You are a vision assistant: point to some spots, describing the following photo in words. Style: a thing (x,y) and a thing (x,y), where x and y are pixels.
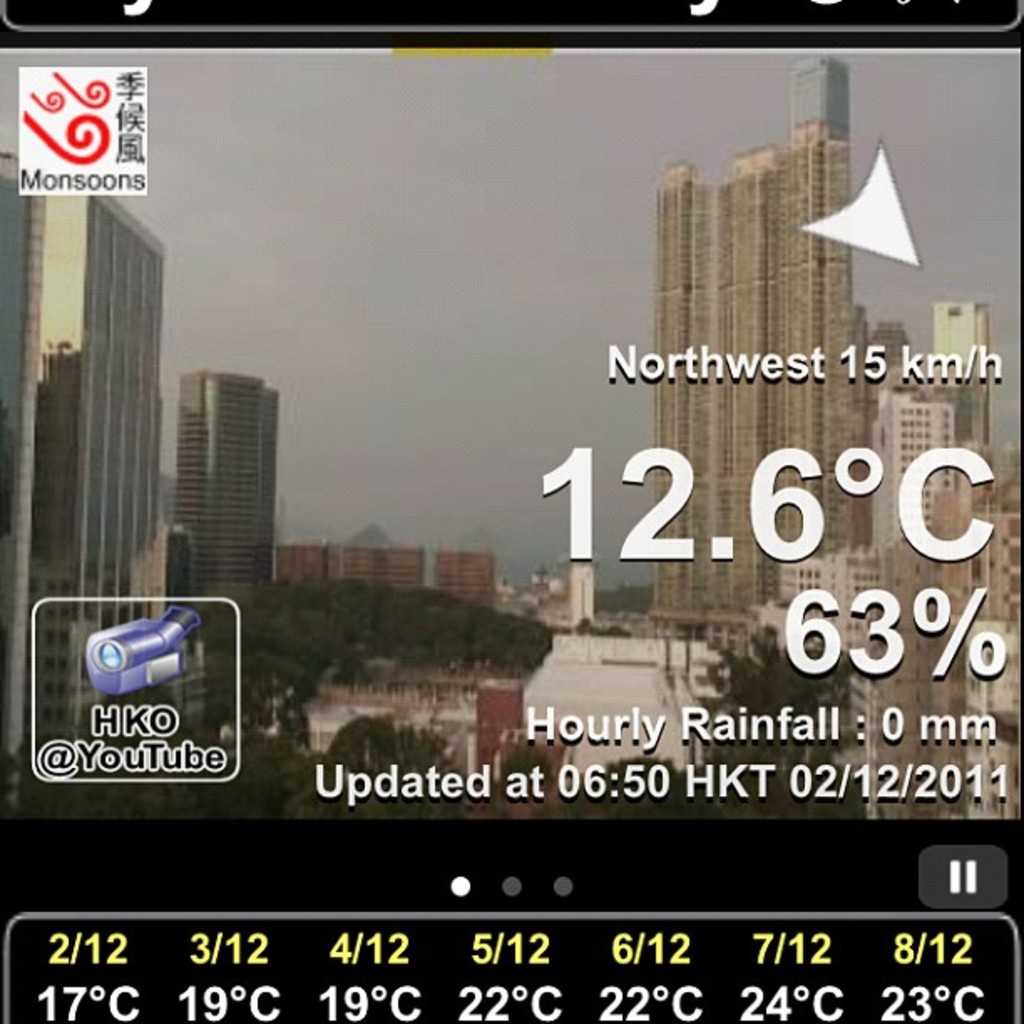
In this picture I can see the text (802,664), in the background (448,686) there are buildings (558,684) and trees (405,641). On the left side (166,656) there is the logo (165,684), at the top (508,221) I can see the sky (483,304).
